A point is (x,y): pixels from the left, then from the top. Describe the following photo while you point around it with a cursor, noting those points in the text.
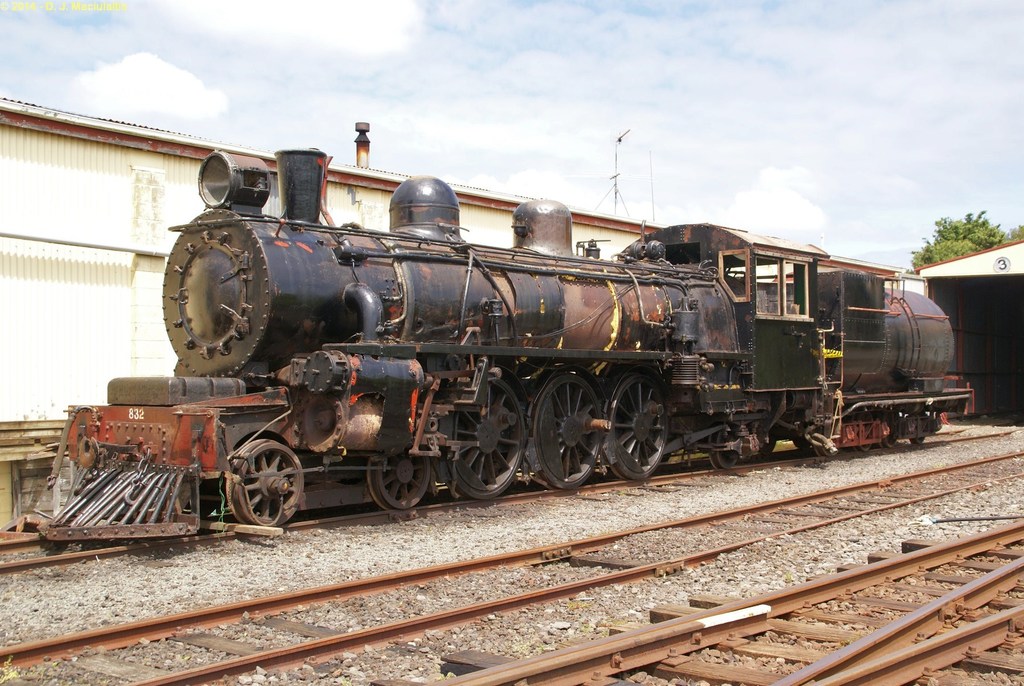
In this image there is a steam engine (451,312) on the tracks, in front of the image there are tracks (704,606) on the surface (766,565), behind the steam engine (901,318) there is a tree (967,249) and a shed (932,273), beside the steam engine (248,238) there is a metal shed (184,213).
